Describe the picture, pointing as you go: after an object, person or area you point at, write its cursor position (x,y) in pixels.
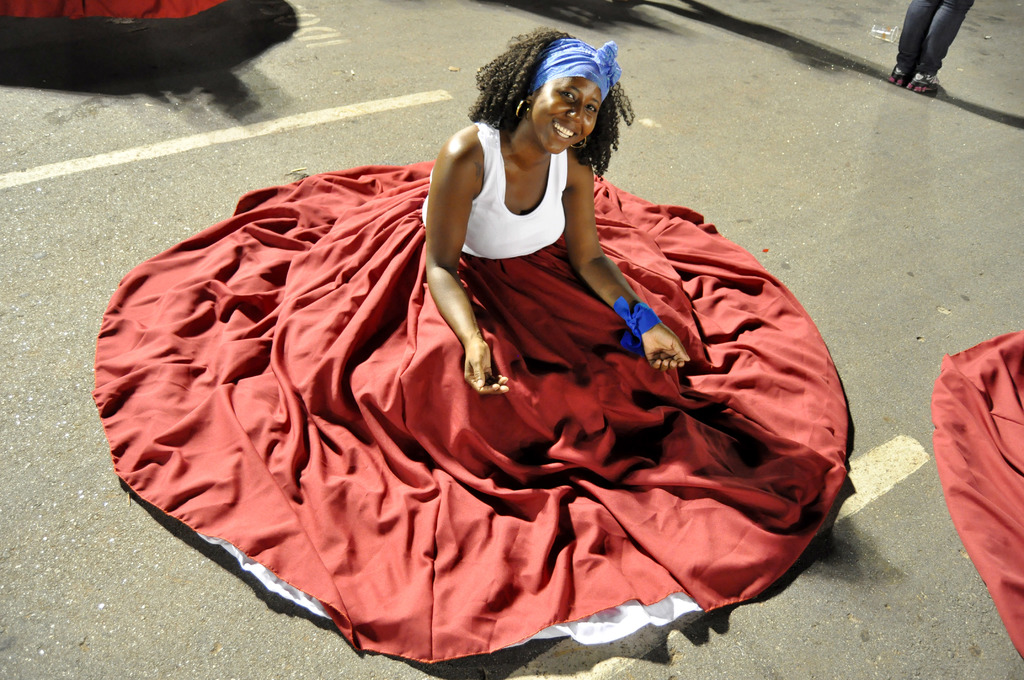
In this image we can see a woman (494,303) sitting and posing for a photo on the road (914,571) and there are some other objects (998,512) and we can see the person's legs (934,44).
